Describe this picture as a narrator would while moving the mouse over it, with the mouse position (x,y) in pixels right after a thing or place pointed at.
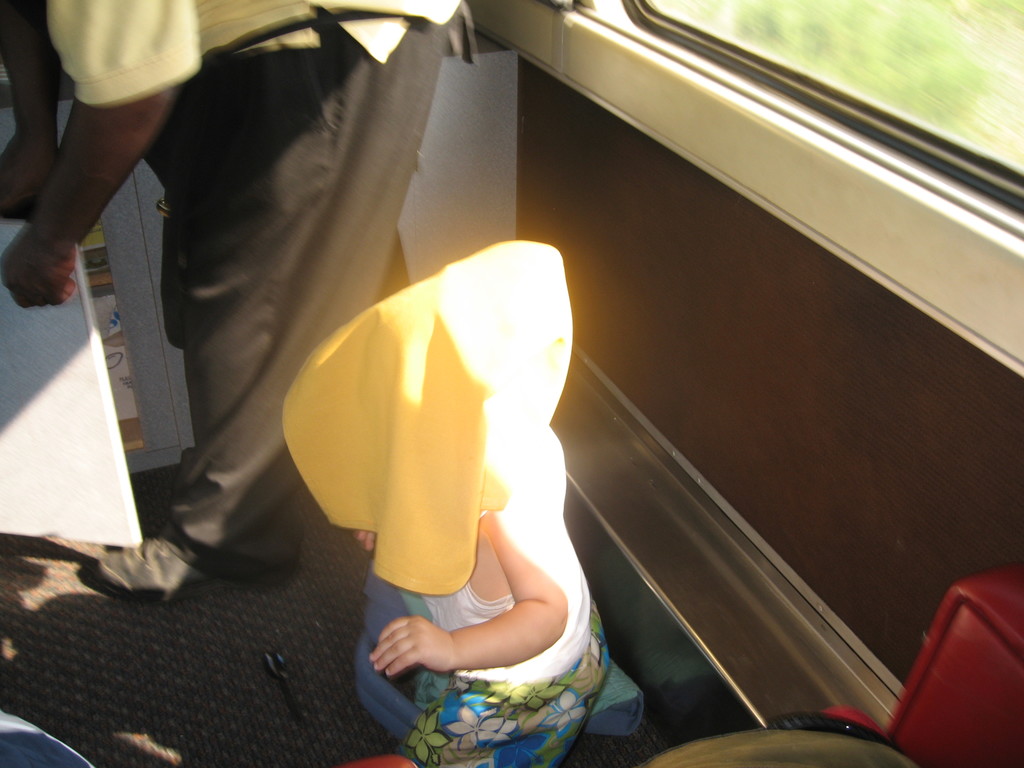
In this image I can see a kid (373,660) standing and covering his face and head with a cloth (476,542). I can see another person (206,552) beside the kid (505,533) opening the door (61,320) of a cupboard (139,318). This seems to be a train compartment (296,629).
